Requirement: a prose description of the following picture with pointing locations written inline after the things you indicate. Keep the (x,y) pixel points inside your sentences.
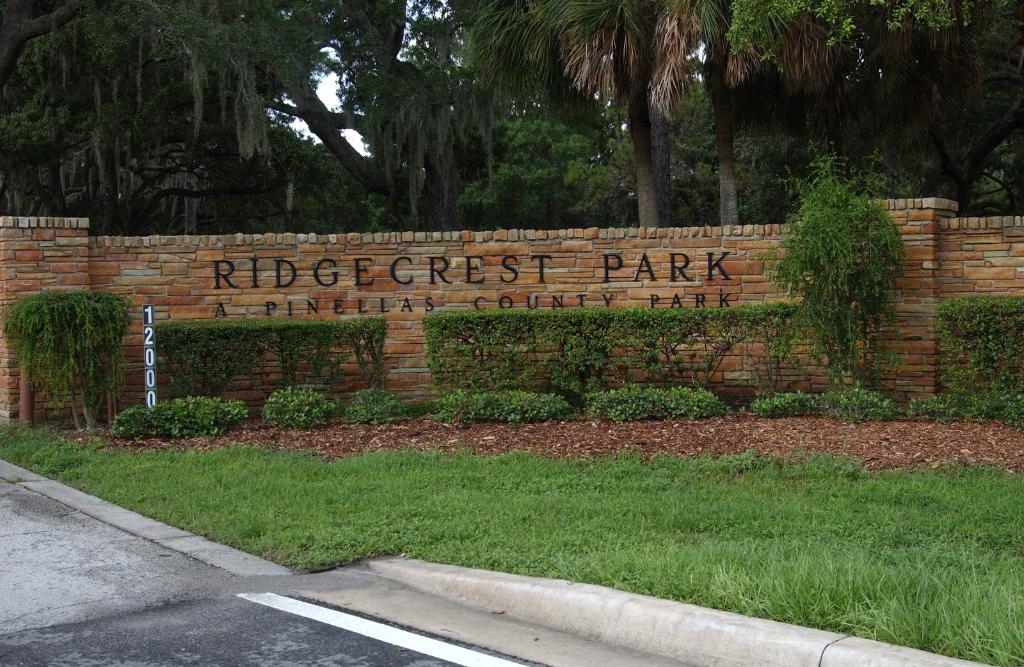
In the center of the image (462,244) we can see a wall (430,252), bushes (366,332), board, dry leaves (696,421), grass (679,479). In the background of the image (299,228) we can see the trees (319,104). At the bottom of the image (216,584) we can see the road (209,619).
